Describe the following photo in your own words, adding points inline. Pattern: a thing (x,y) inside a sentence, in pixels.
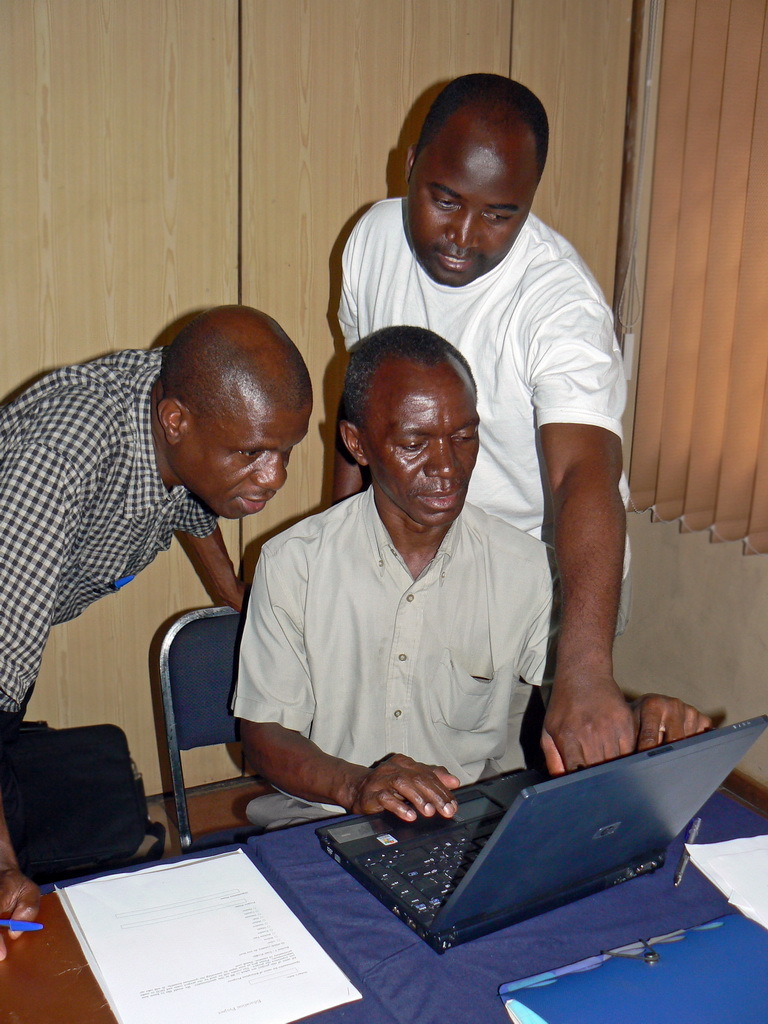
This picture show three people (268,360) one man (347,505) is sitting on the chair (200,632) and using a laptop (697,774) and other two (481,386) are standing. And watching the laptop (475,917).
